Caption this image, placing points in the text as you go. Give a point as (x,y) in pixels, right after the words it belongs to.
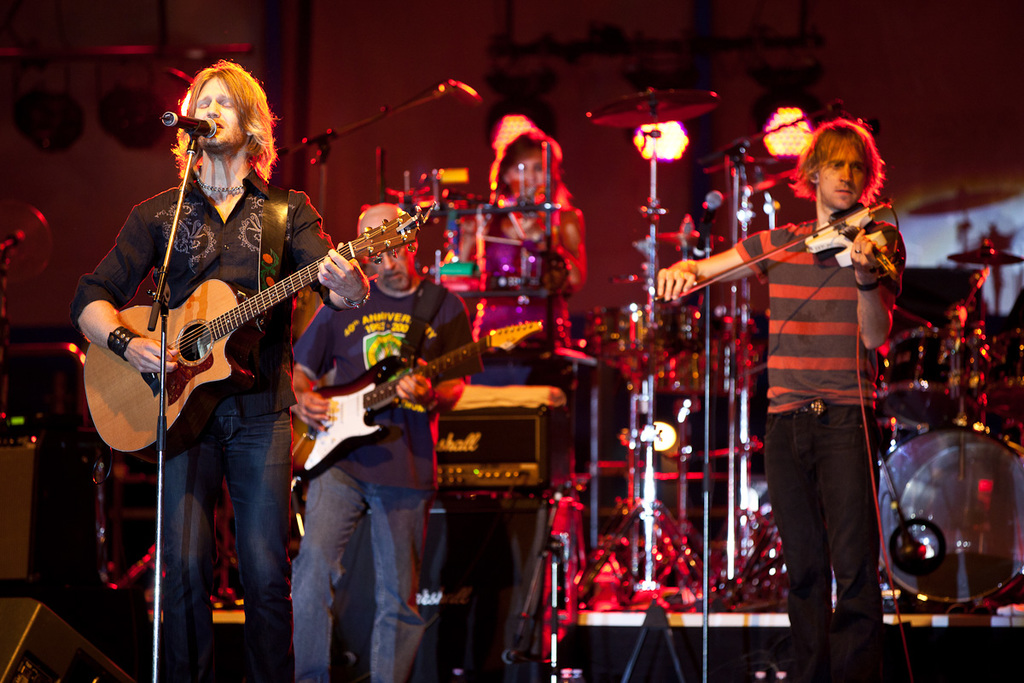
The person (233,258) wearing black shirt (246,255) is playing guitar (198,332) and singing in front of a mic (196,131), There is another person (803,283) standing beside him who is playing violin (843,219), The person (394,304) wearing blue shirt (404,321) is playing guitar (396,370), In background (498,223) there is a lady (552,199) sitting in front of some musical instruments (637,353).
